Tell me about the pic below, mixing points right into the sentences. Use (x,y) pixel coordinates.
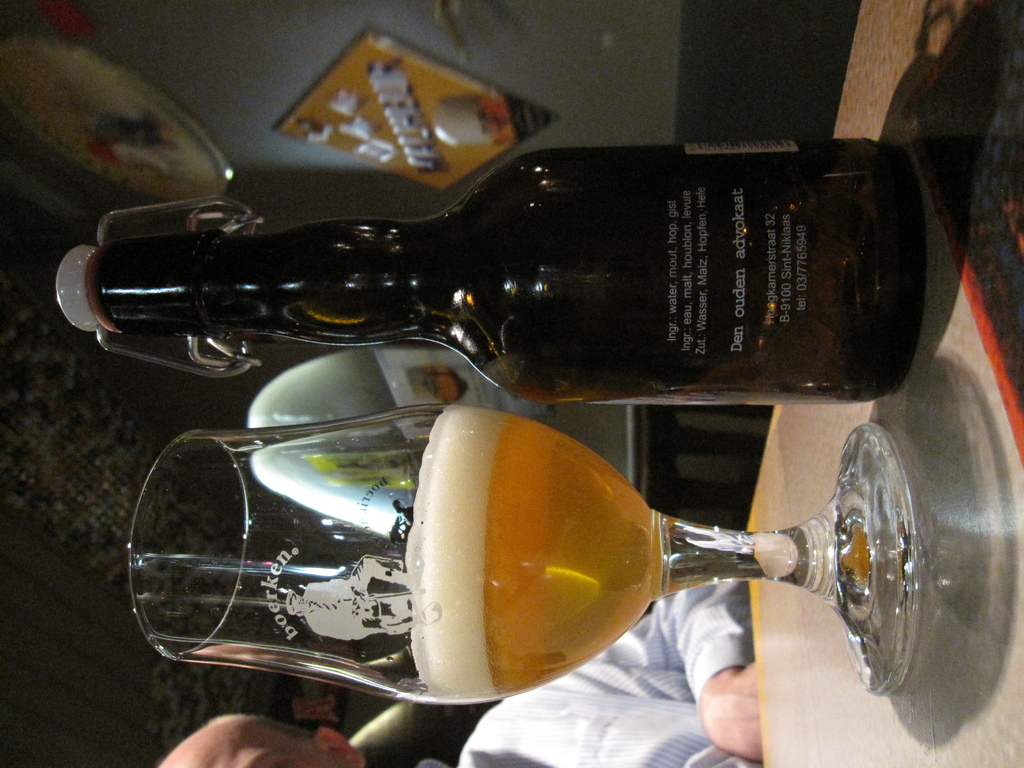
As we can see in the image there is a bottle (569,376) and glass (650,537) on table (944,486) and there is a man (611,735) over here.
